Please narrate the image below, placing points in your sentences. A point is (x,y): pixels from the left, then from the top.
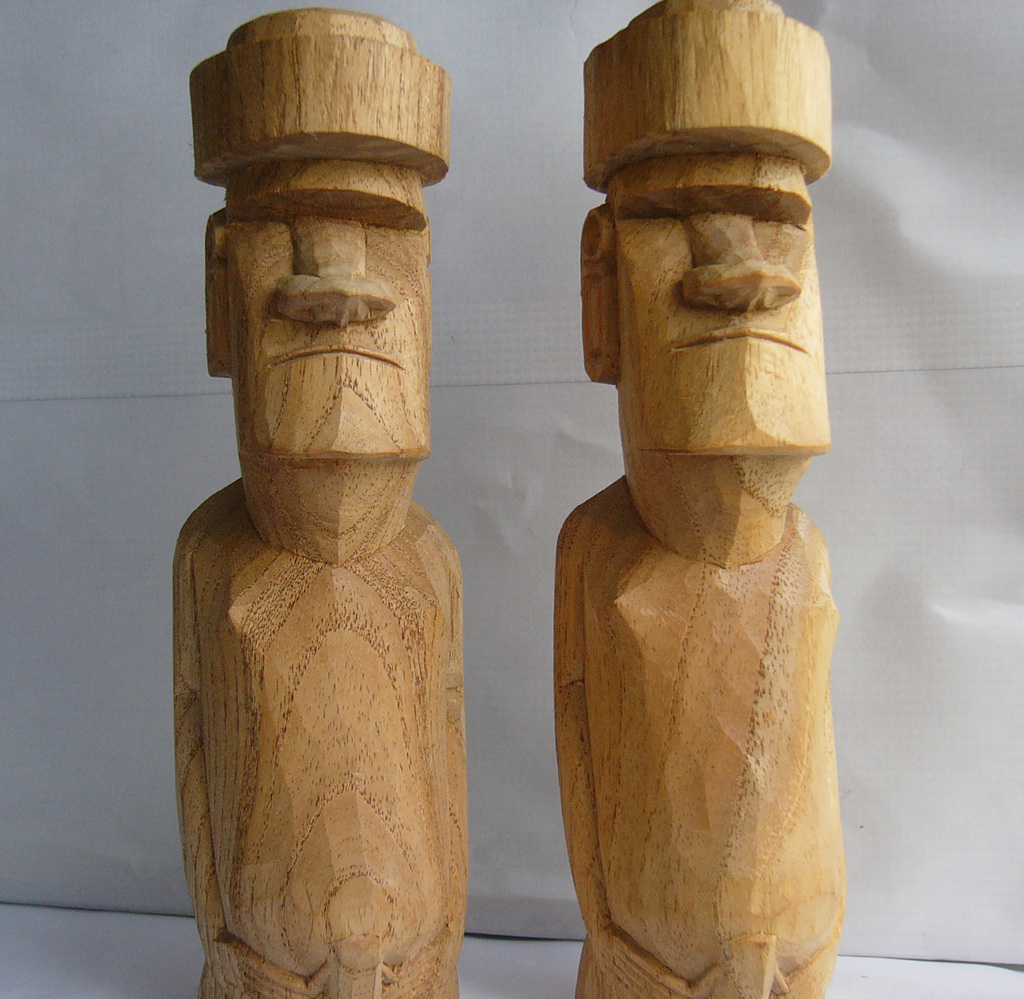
As we can see in the image there is white color wall (88,463) and there are human statues (244,480) made with wood (250,549).
